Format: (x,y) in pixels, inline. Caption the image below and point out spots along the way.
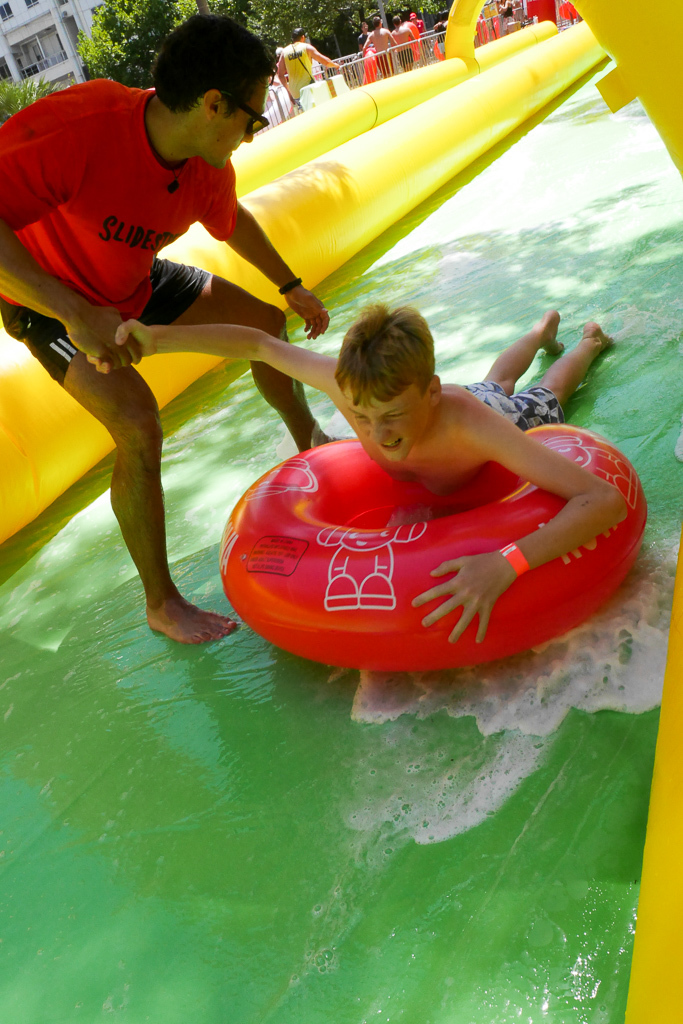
In this image I can see a boy (533,342) laying on balloon (270,549) in the water (256,702) and I can see a person (28,223) standing on the water (62,658) and holding a boy hand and I can see yellow color fence (547,90) in the middle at the top (315,34) I can see tree (168,25), building (11,34) and people (400,31).
